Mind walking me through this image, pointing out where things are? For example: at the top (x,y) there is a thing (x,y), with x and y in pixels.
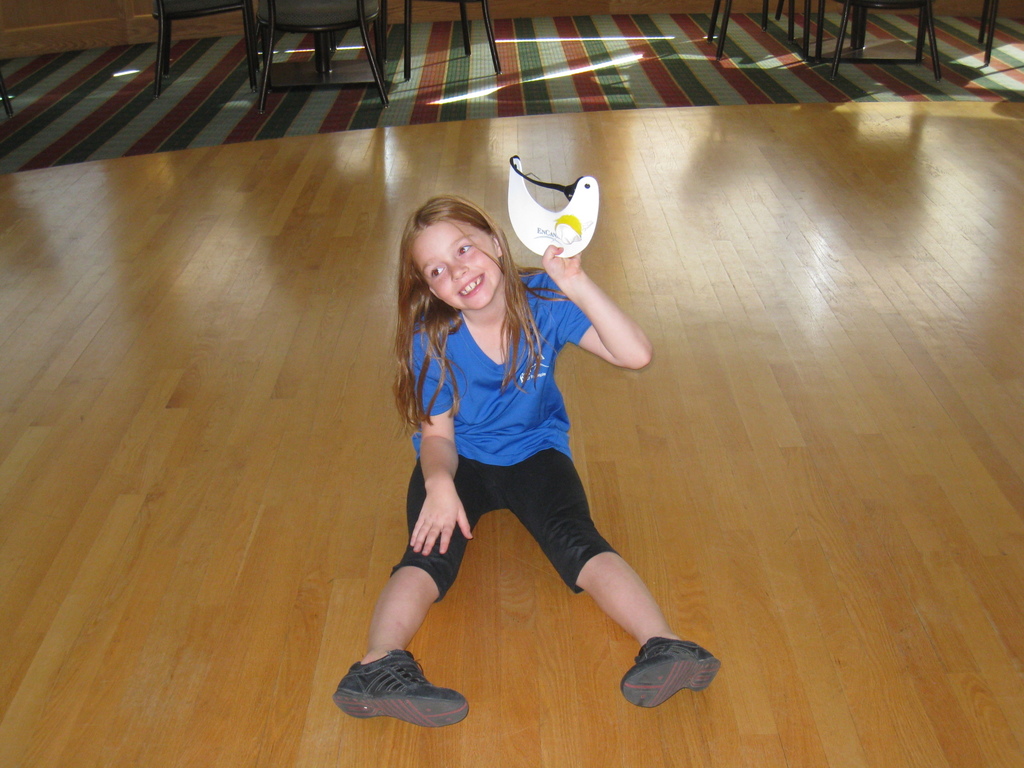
In this image I can see a girl (417,347) is sitting on the floor (368,368) and smiling. The girl (472,419) is holding something in the hand (547,259). In the background (298,77) I can see chairs (324,26) and other objects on the floor (356,113).
